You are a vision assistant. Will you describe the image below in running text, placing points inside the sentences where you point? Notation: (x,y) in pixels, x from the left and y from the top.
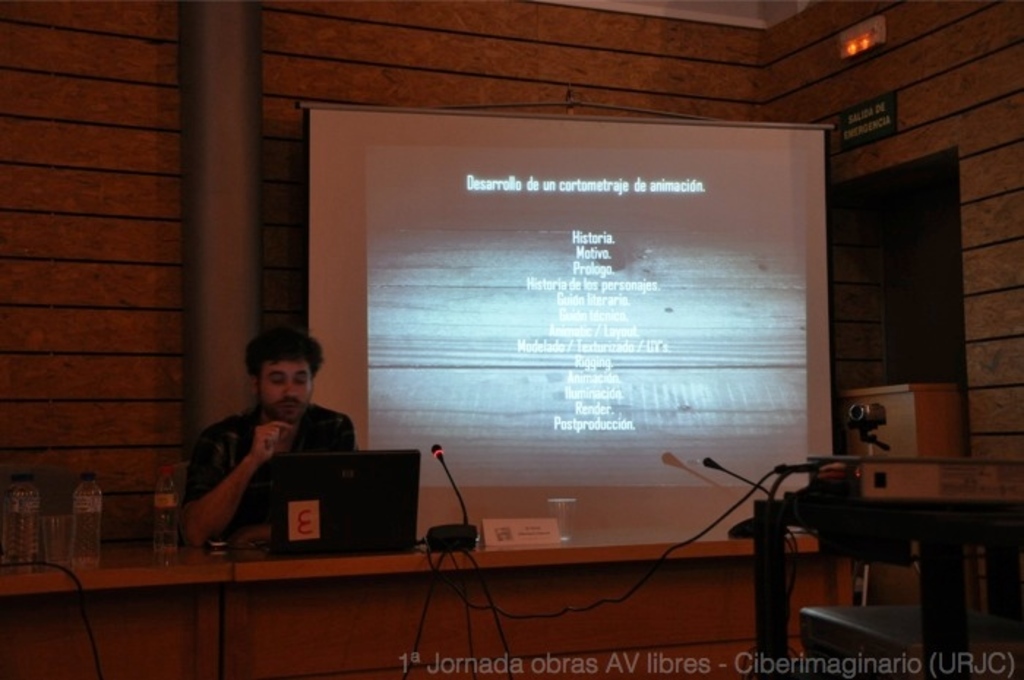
In this picture we can see man (275,387) sitting and in front of him there is table (433,563) and on table (421,563) we can see mic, bottle (174,509), glass (62,543) and in background (418,195) we can see screen (365,229), wall (105,77), pillar (243,199).
